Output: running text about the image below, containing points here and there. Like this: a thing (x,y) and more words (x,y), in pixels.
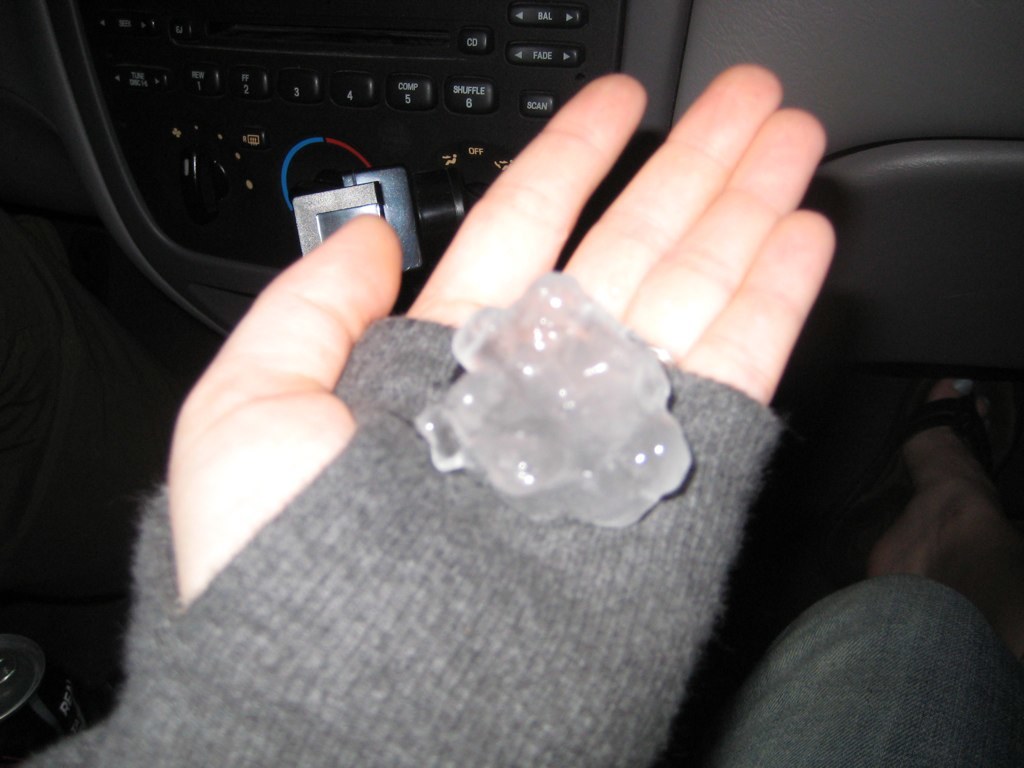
This picture describes about inside view of a vehicle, in this we can find a tin (61,699) and a person hand (225,529), we can see an object (587,400) in hand (508,526), at the top of the image (317,76) we can see few buttons (307,86).
